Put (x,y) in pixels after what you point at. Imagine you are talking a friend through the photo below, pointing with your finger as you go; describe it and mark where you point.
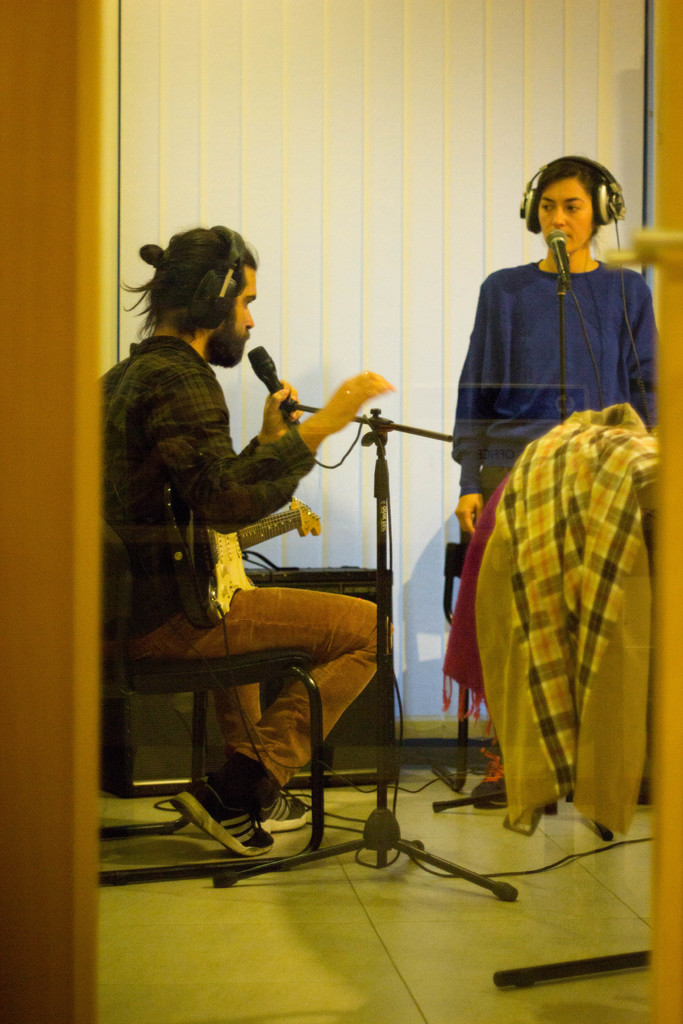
A man (318,683) is sitting on the chair (314,691) and singing, he wore shirt (199,473), trouser (272,620), shoes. On the right side (550,182) a woman (623,362) is standing and also wearing the headset (621,267), she wore blue color top (633,360).
